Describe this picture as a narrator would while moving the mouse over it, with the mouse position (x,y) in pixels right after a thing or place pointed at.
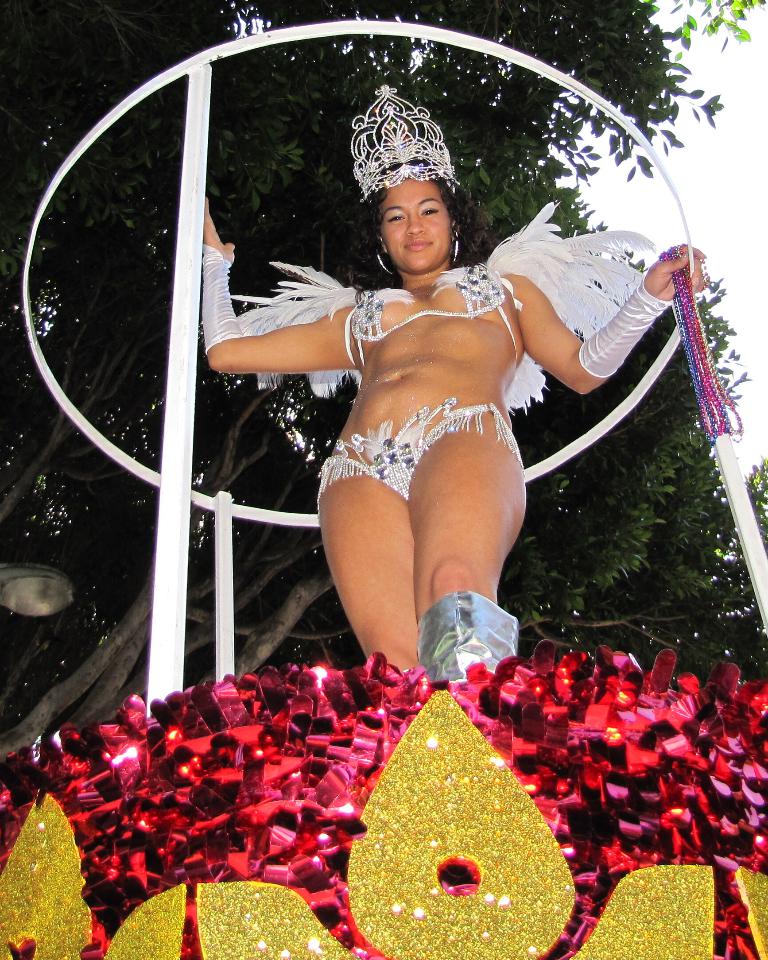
In this image I can see a person (504,425) standing on red color design stand (211,793). At the top I can see the sky (734,216).
